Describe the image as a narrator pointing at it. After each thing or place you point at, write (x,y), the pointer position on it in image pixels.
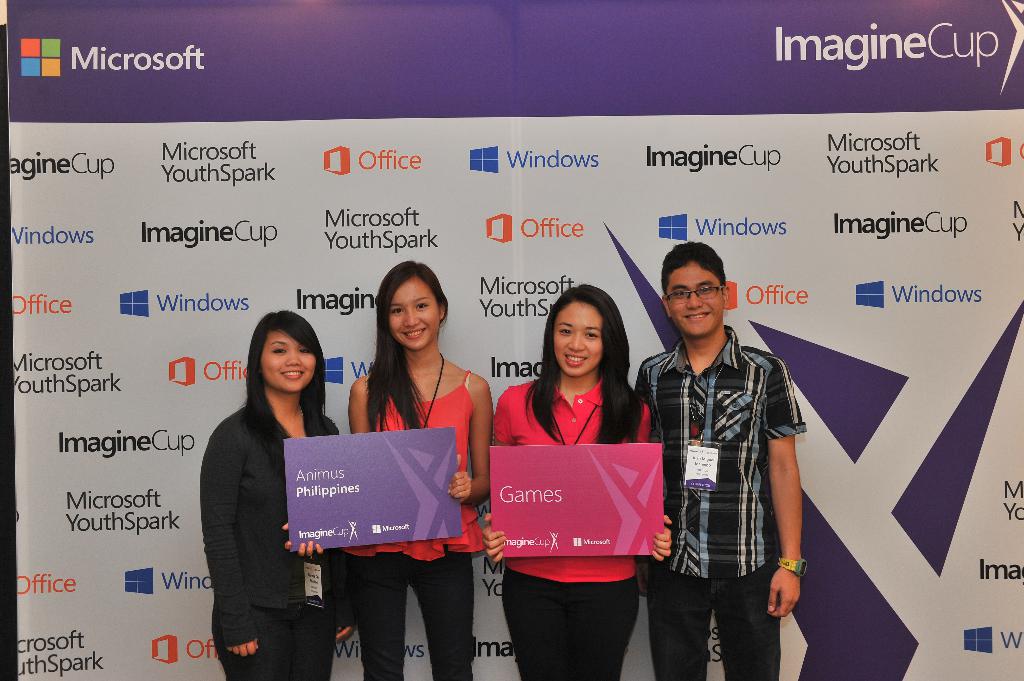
In this image, we can see four people (741,654) are standing. They are watching and smiling. Here two women (598,425) are holding boards (447,519). Background (937,213) there is a banner (664,194). In the banner (628,332), we can see some text (416,240) and logos (968,40).
